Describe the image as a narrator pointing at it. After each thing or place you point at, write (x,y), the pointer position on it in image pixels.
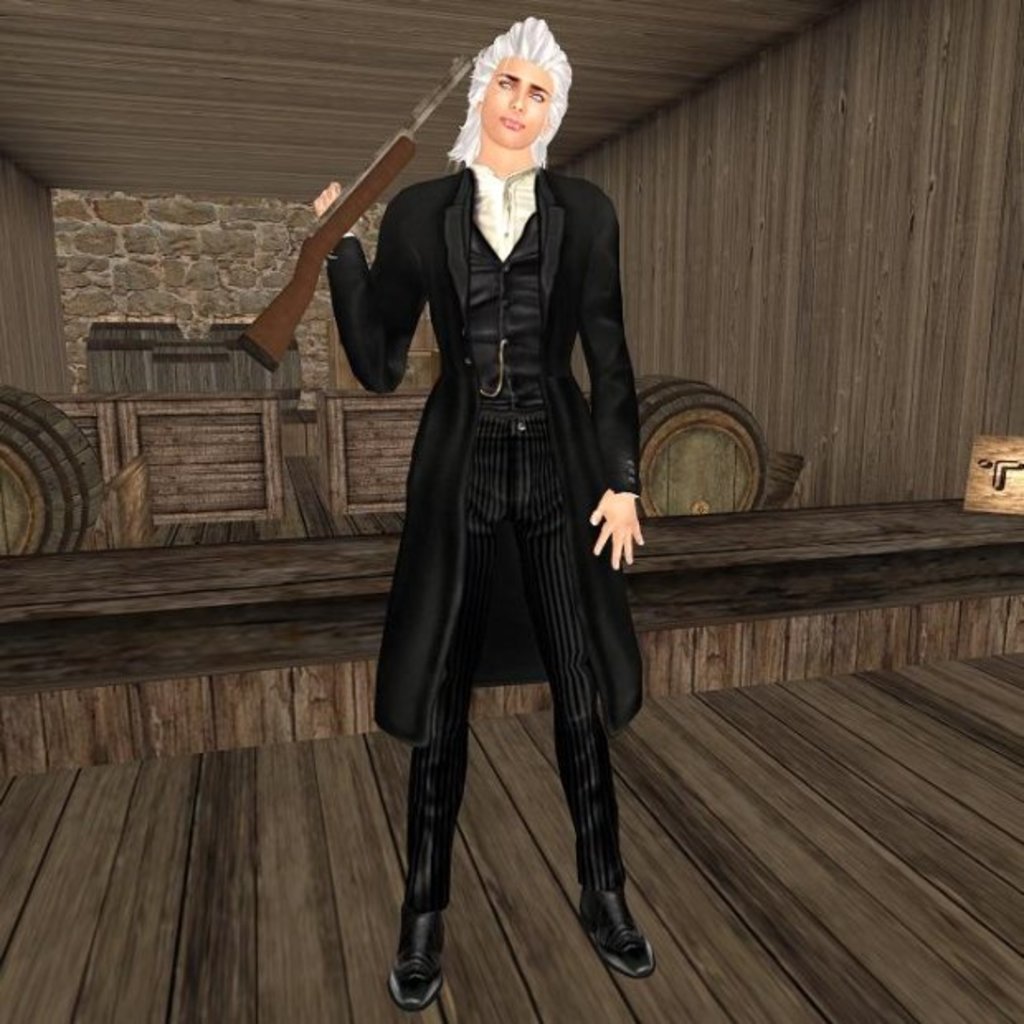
This is an animated image. In this image we can see a person (543,641) standing on the floor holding a gun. On the backside (644,458) we can see some drums (657,447) and a wooden wall (841,479).
